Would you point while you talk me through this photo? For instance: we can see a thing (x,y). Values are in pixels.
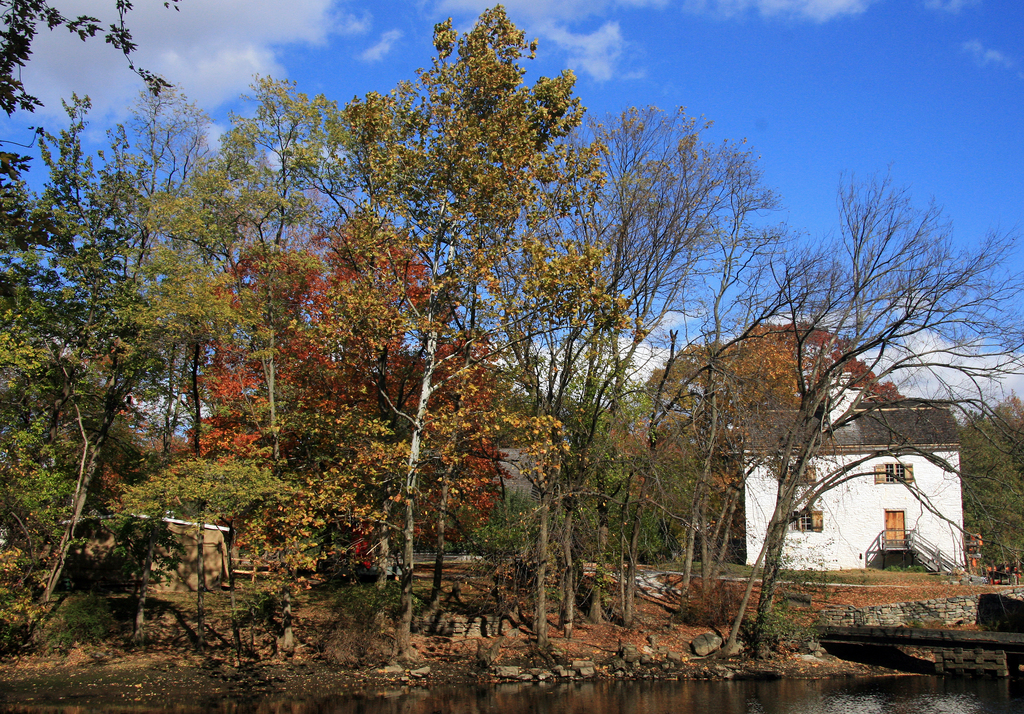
In this picture we can see the water (545,703), stones (850,608), trees (96,443), shed (856,489) with windows (808,523) and some objects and in the background (777,226) we can see the sky (612,85) with clouds (112,48).
